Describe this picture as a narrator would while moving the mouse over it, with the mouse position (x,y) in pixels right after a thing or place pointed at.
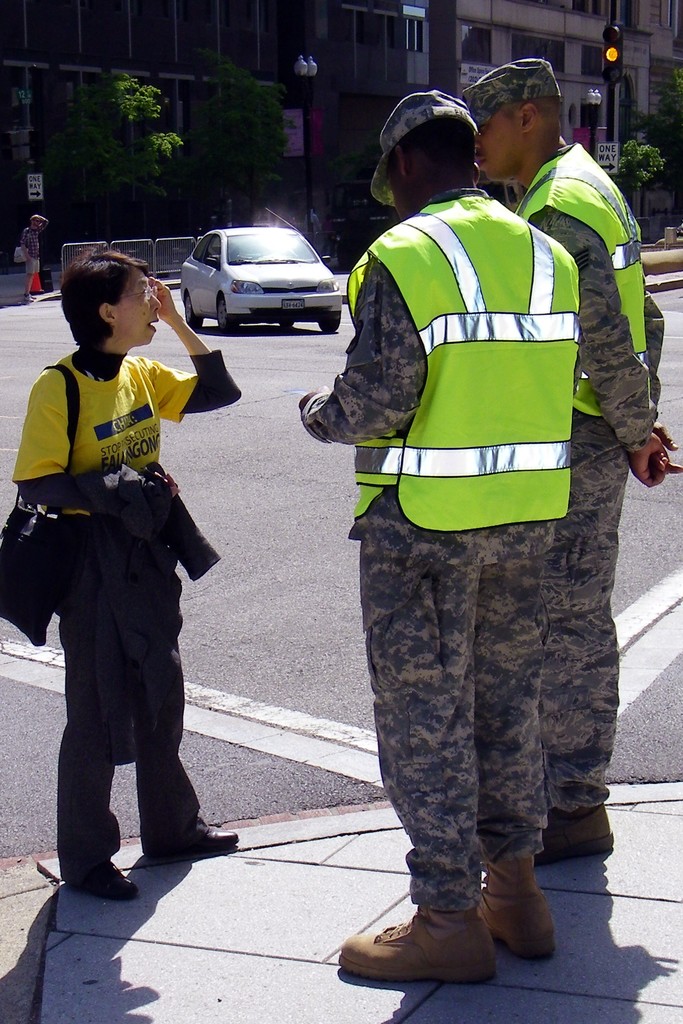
In front of the image there are people (459,621) standing on the road (351,610). There is a car (266,262). There is a person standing beside the metal fence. In the background of the image (130,238) there are trees (272,96), buildings (67,74), boards (40,192), traffic lights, traffic cone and lamp posts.
